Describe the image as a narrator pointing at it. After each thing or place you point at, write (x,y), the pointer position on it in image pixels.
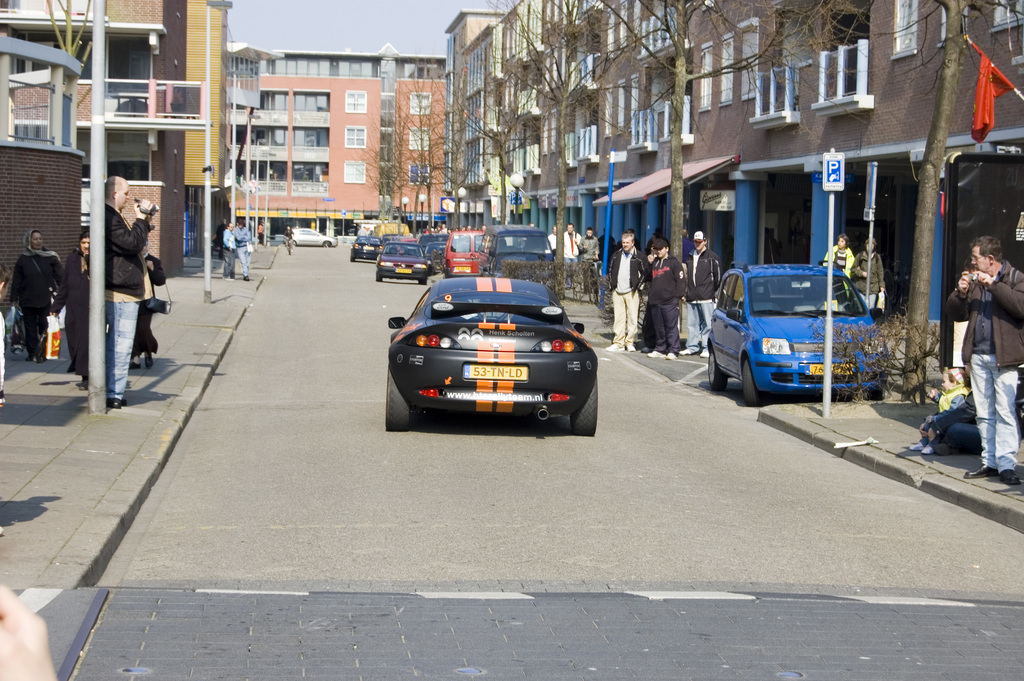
There are vehicles (402,330) on the road (152,528). On the left (125,334) and right side (776,125) we can see few persons (112,334) are standing, poles (258,194) and buildings (61,214). In the background (294,201) there is a building (337,117), windows (410,67) and sky (413,10). We can see trees (565,163), light poles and other objects (253,248).
